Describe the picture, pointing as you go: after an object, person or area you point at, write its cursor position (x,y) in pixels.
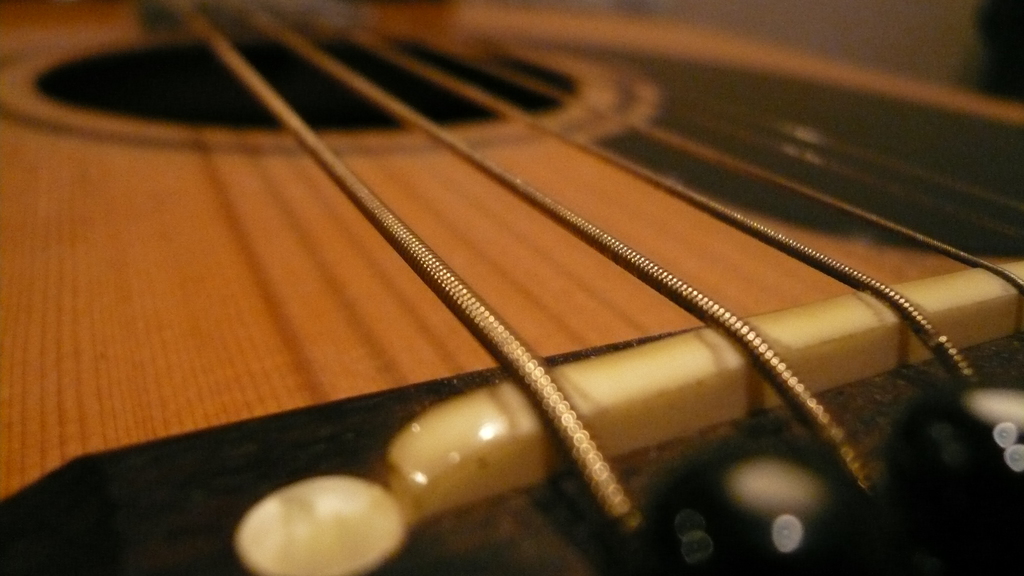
In this picture we can see some musical instruments strings (321,62) and wooden material (196,257).
